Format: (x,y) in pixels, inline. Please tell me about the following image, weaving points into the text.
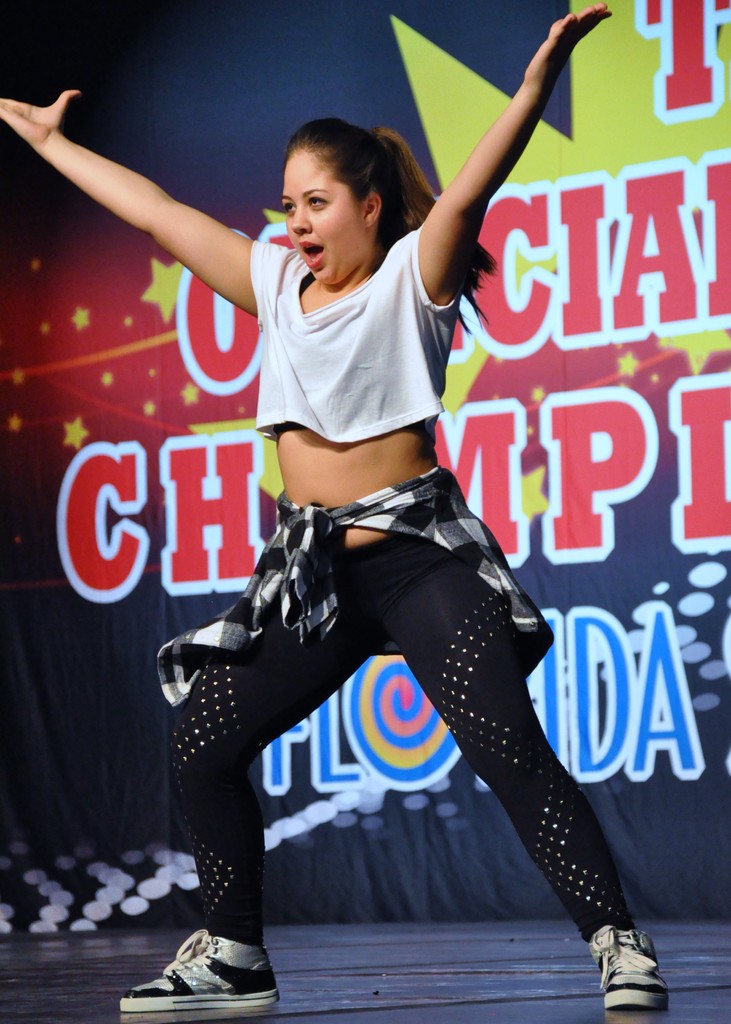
In this image, we can see a woman (378,635) is performing on the surface (471,927). Background (27,789) we can see a banner (380,701). On the banner (625,718) we can see some text (687,709) and symbols (589,67).
